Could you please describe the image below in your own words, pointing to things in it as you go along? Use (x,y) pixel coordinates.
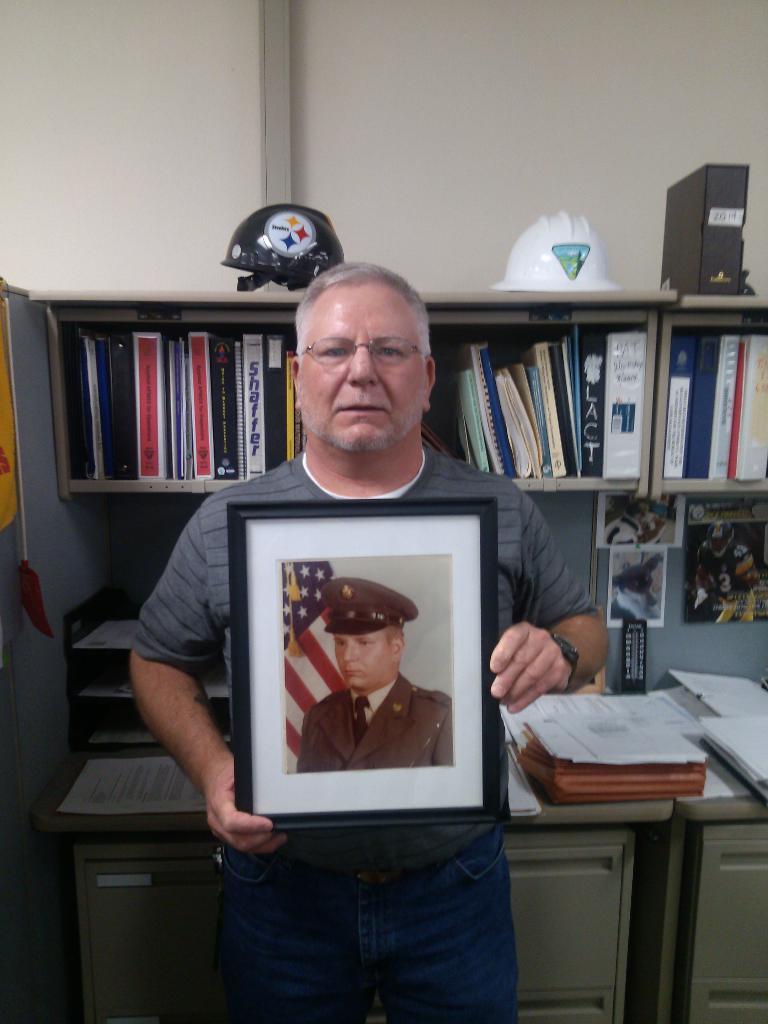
In this picture we can see a man (301,402) who is holding a frame (429,538) with his hands (562,674). He has spectacles (374,347). On the background (588,424) we can see a rack (680,344) and there are some books (669,424). And this is wall (496,90).
